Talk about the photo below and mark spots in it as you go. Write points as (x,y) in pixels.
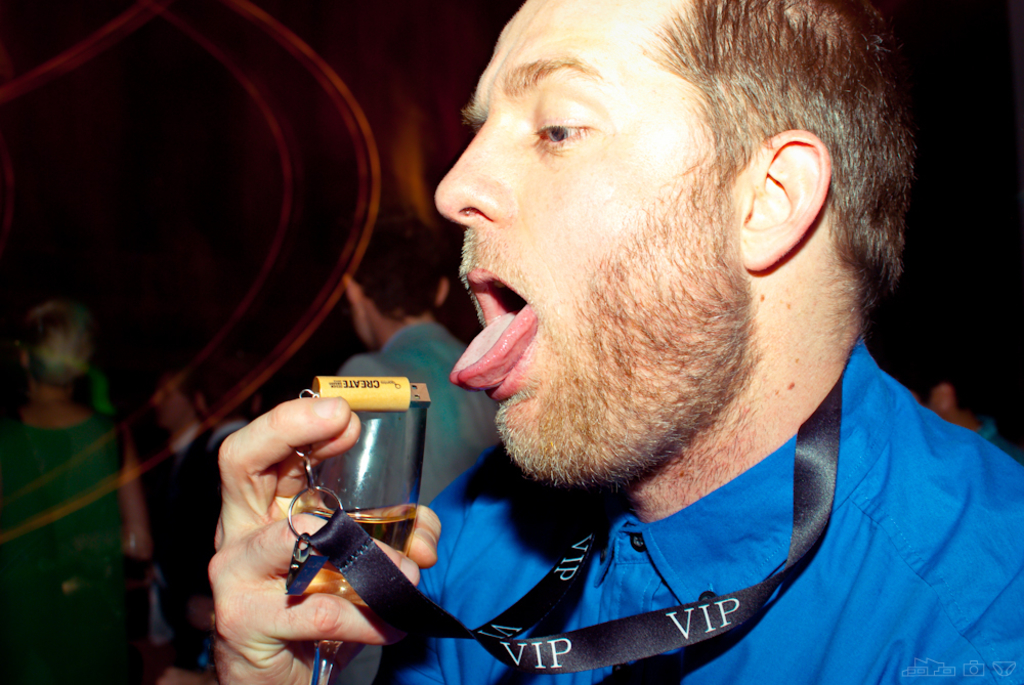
In this image I can see the person (669,493) with blue color dress (795,619) and the lanyard (521,613). In the background (191,437) I can see few more people (206,510) with different color dresses (429,385) and there is a black background (926,29).
